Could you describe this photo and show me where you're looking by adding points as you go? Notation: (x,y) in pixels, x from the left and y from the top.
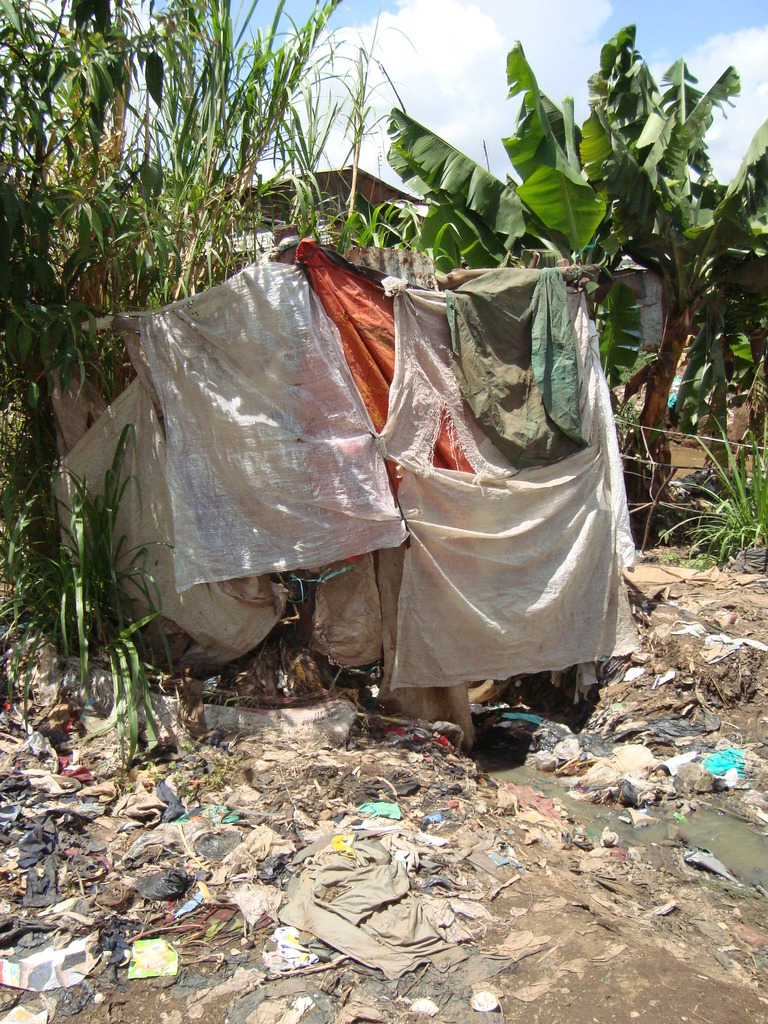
In this image I can see the garbage (344,878). In the background (320,235), I can see the trees (447,196) and clouds (416,94) in the sky (369,96).
